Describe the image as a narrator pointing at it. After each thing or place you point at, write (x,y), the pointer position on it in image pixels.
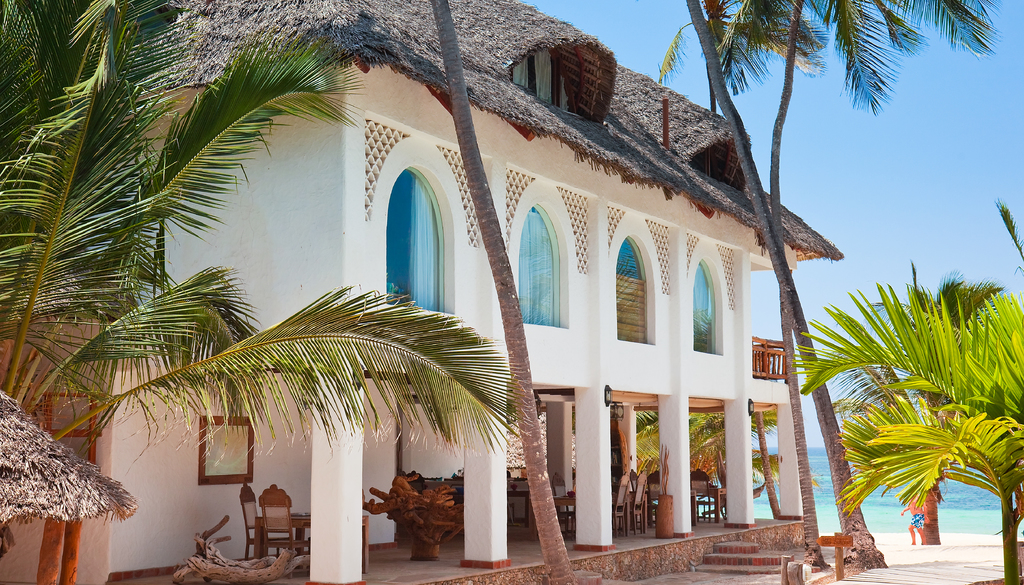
In this picture I can observe a white color building (425,215). There are some chairs (289,518) and tables (294,527). I can observe some trees (216,353) on either sides of the image. In the background (825,461) there is an ocean (814,469) and a sky (943,240).
